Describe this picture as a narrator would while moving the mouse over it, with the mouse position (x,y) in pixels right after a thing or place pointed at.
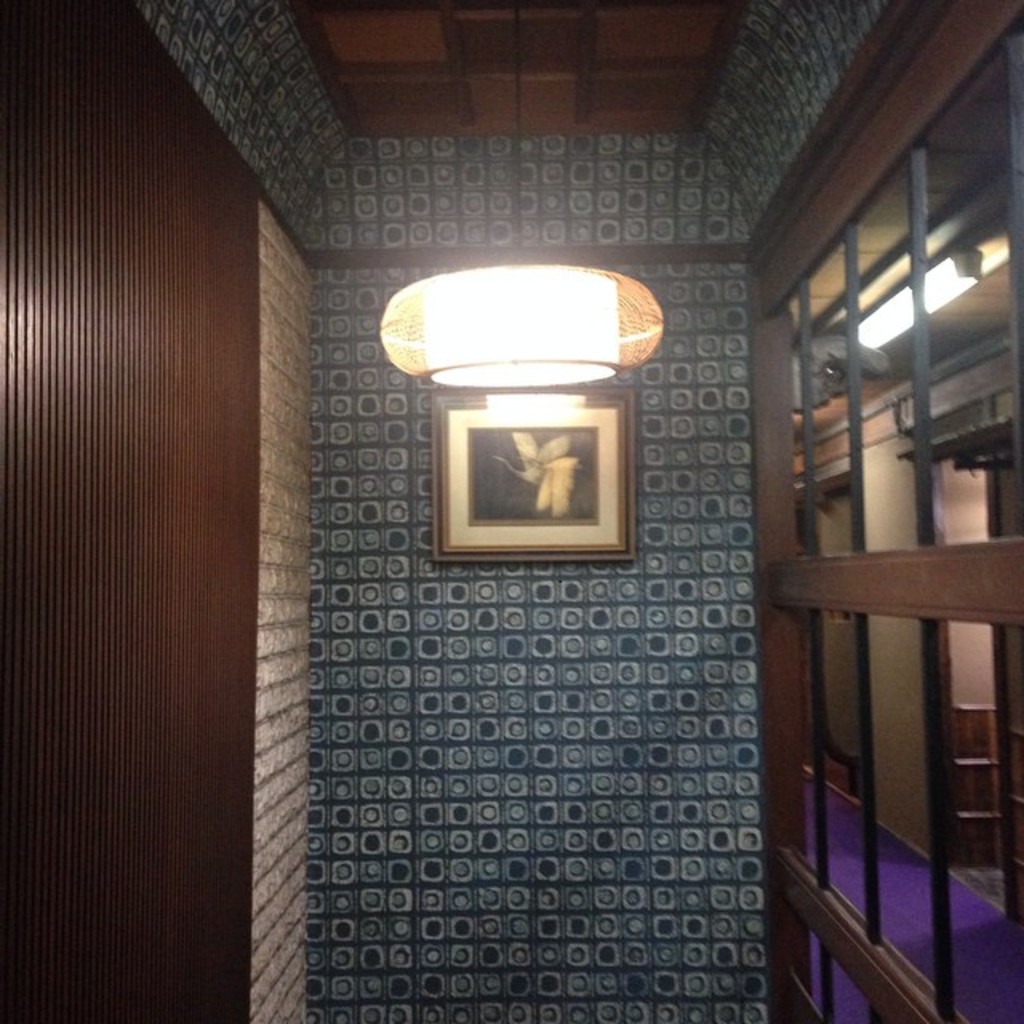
This is an inside view. In the middle of the image (519,499) there is a frame (513,475) attached to the wall (347,582). At the top (555,331) there is a lamp (533,317). On the right side (947,589) there is a window (900,635). In the background (971,788) there is a wooden object (975,796) placed on the floor (919,896). On the left side (145,417) there is a wooden plank (133,417).
